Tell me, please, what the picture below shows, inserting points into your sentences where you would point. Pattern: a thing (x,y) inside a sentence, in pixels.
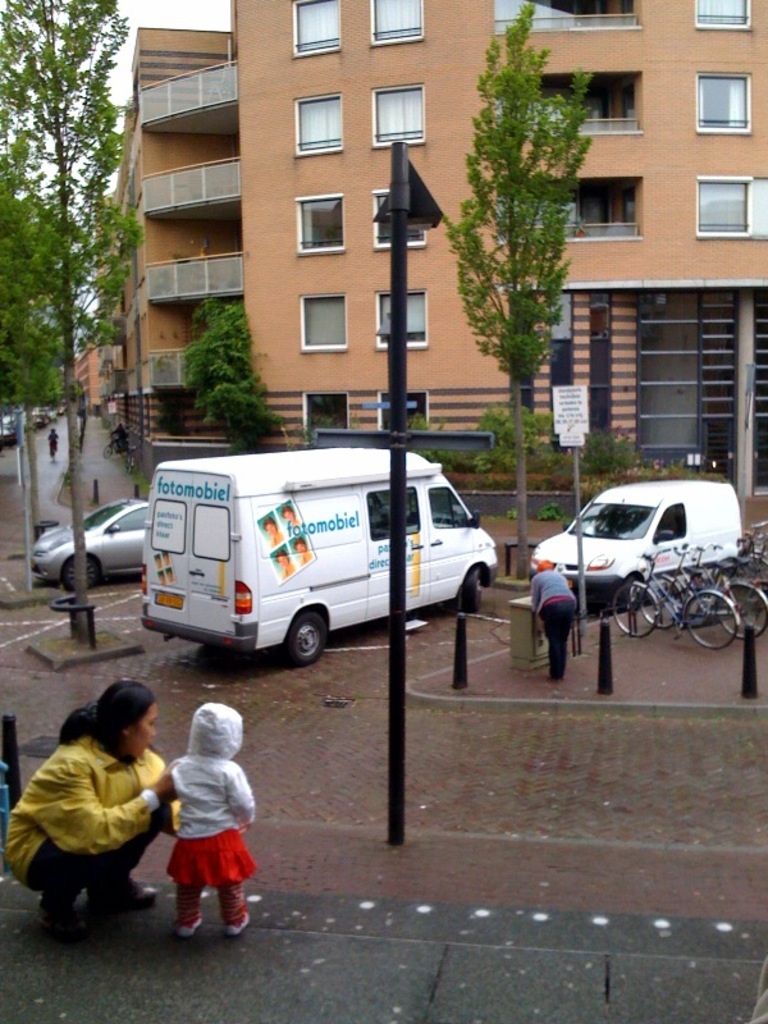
In the picture we can see a path (457,850) to it, we can see a woman (51,795) crouching and a child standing and near to them, we can see a pole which is black in color and far away from them, we can see some vehicles (298,489) and bicycles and some person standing near it and behind we can see some plants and trees (10,178) and a building (694,11) with windows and glasses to it.
